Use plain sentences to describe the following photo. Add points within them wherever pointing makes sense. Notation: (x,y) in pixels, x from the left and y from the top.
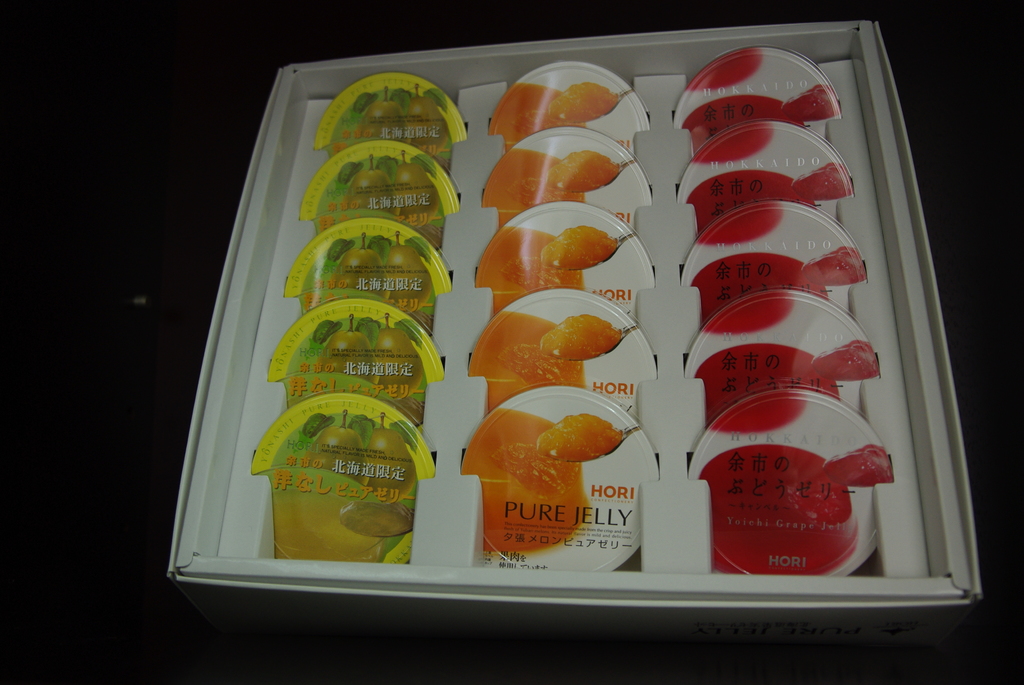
In this picture we can see a tray (819,59), in which we can see some boxes (612,366) are arranged.
